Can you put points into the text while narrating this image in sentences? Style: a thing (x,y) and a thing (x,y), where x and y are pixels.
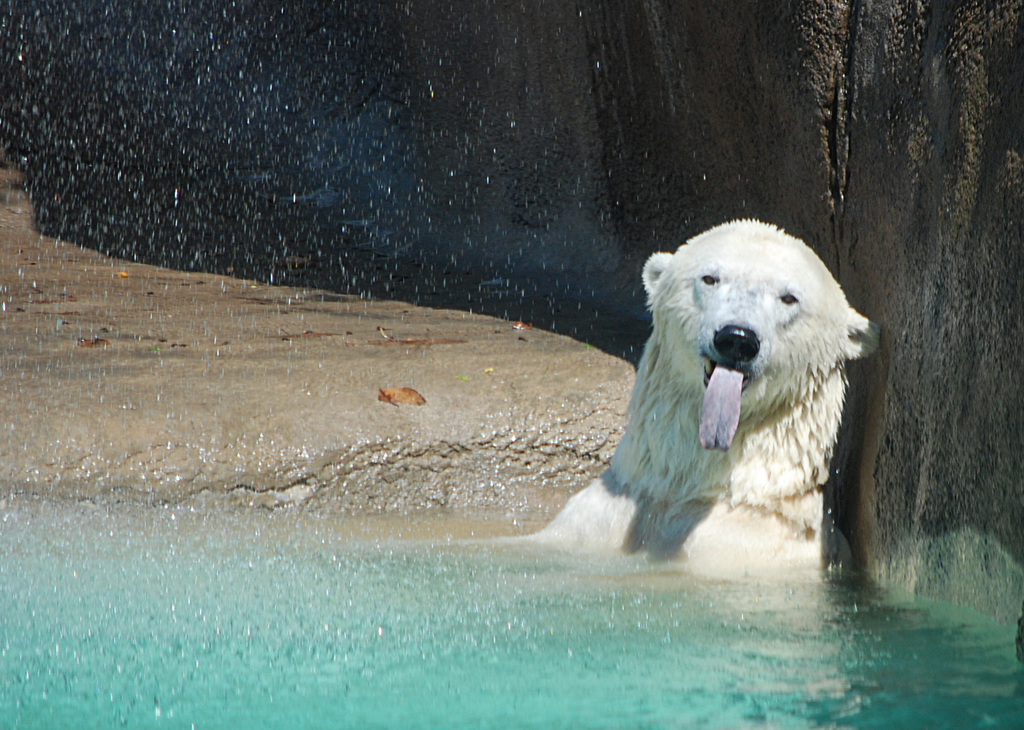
In the image we can see a white bear (741,493) in the water (511,614) and there are big stones (600,154).
